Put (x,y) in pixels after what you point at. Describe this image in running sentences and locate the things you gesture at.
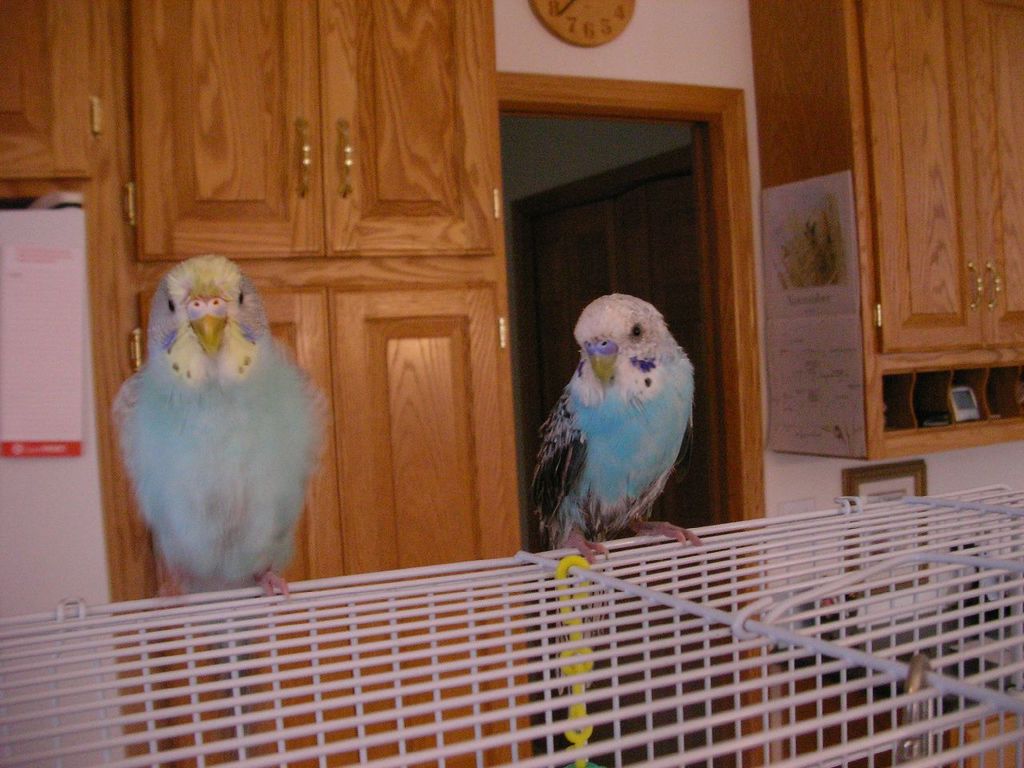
In this picture I can see in the middle (647,325) two birds (542,438) are standing on the cage (667,607), on the left side (340,226) it looks like a cupboard (357,208), in the background (560,125) there is a door (618,279). At the top (599,44) there is a clock (589,29).
